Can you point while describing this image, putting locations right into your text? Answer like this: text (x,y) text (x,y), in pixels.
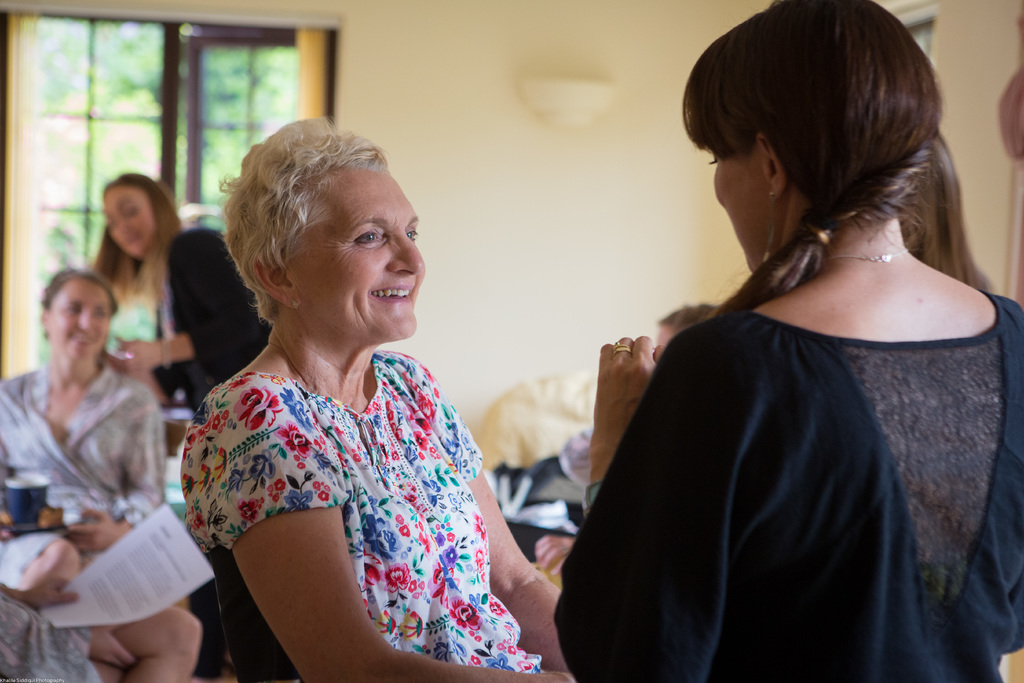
In the picture we can see two women (662,602) are talking to each other and one woman (335,236) is smiling and behind them, we can see a woman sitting and one woman (176,323) is standing and doing a hair style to her and behind them, we can see a window (99,90) and curtains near it and beside it we can see a wall (940,41) and near it we can see a person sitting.
